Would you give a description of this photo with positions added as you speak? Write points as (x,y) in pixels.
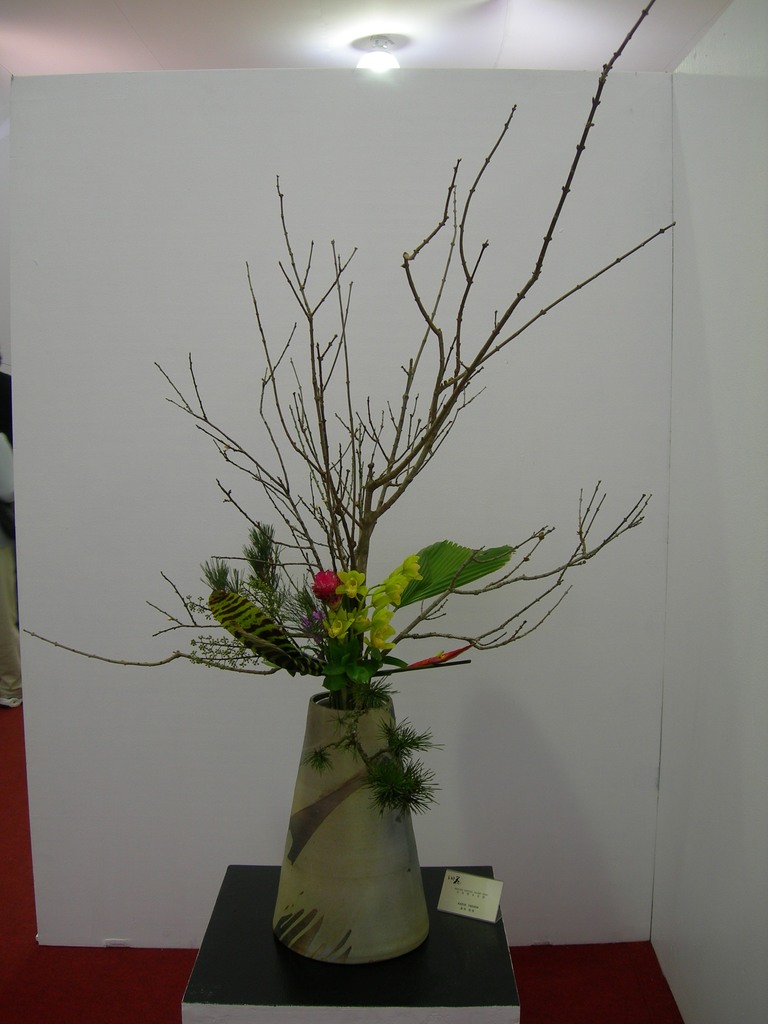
In this image I can see a flower (328,600) and the flower (317,594) is in red color, background (81,341) the wall (155,291) is in white color and I can also see a light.
